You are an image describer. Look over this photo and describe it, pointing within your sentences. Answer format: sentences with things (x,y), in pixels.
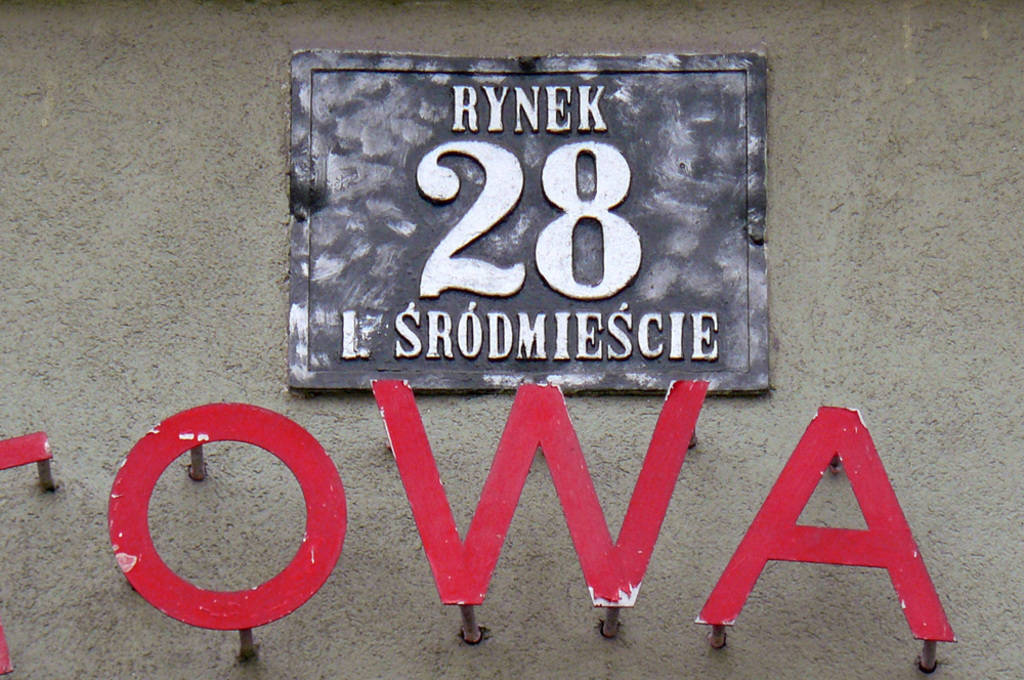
In this picture we can see stone board (607,111) on which we can read that twenty eight. On the bottom (851,459) we can see some red color alphabet (256,420) which are hanged to the wall (769,640).
